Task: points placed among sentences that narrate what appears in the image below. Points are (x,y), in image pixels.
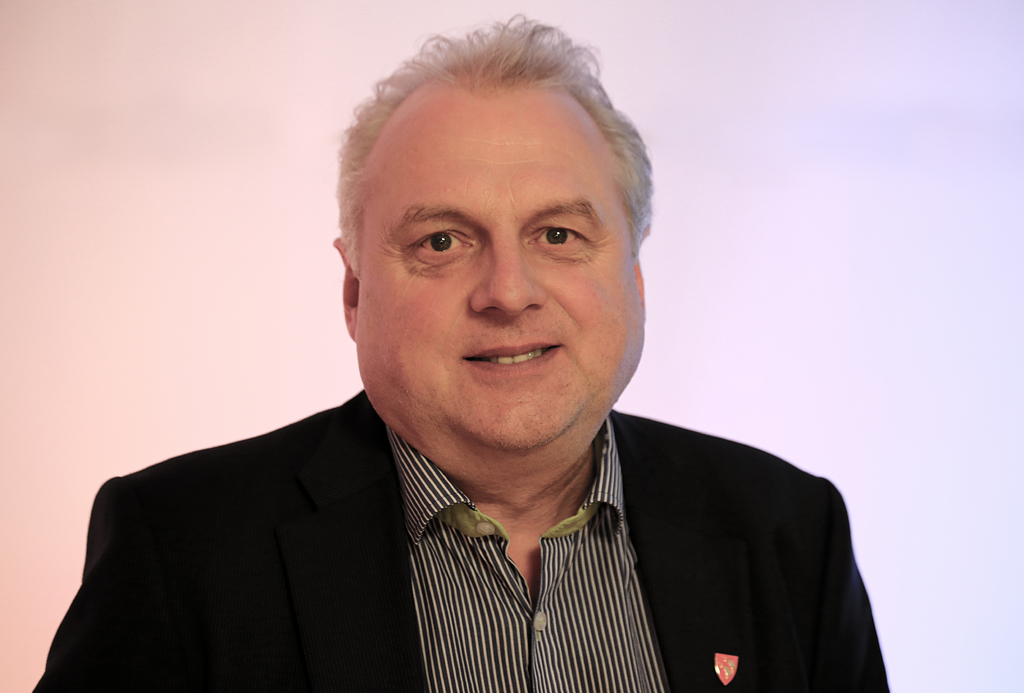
In this image I can see a person (498,411) wearing black and white shirt (479,564) and black colored blazer (332,585). I can see the blue and pink colored background (853,285).
